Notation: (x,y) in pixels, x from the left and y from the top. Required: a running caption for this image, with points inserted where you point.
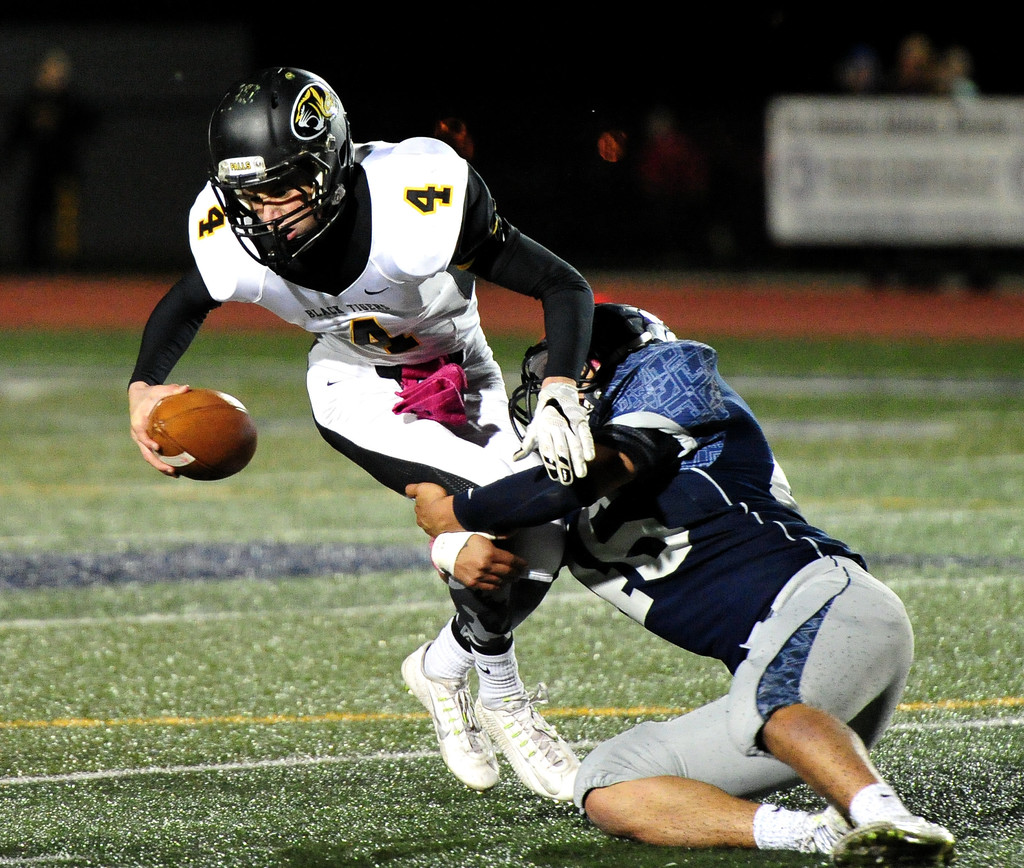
In this picture there are two people (721,535) playing with a rugby ball (193,414) on the ground (88,541) and in the background (904,66) there are people (661,119) spectating them.
